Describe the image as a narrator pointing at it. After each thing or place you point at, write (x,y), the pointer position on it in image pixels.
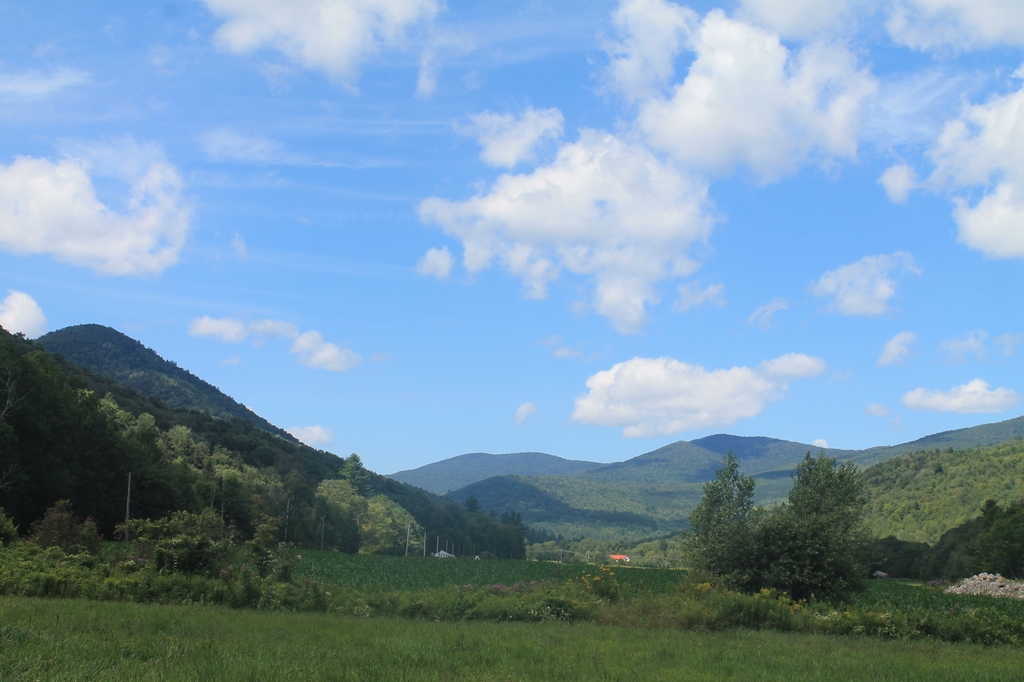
In this image I can see the grass (293,643) and many trees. In the background (785,220) I can see the mountains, clouds (666,186) and the sky (797,230).
